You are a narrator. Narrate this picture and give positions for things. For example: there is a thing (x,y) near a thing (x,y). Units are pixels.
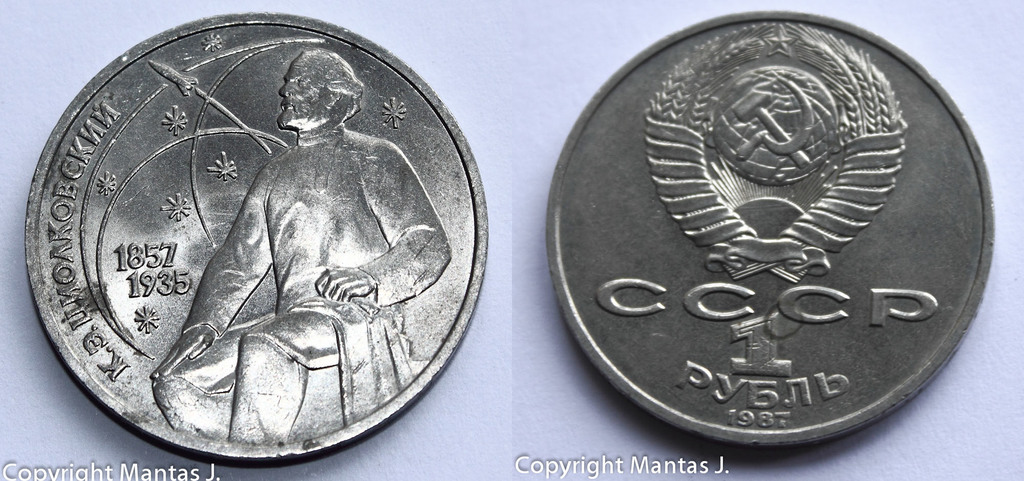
This picture is the collage of two images. There are two coins (681,214) in this picture.
